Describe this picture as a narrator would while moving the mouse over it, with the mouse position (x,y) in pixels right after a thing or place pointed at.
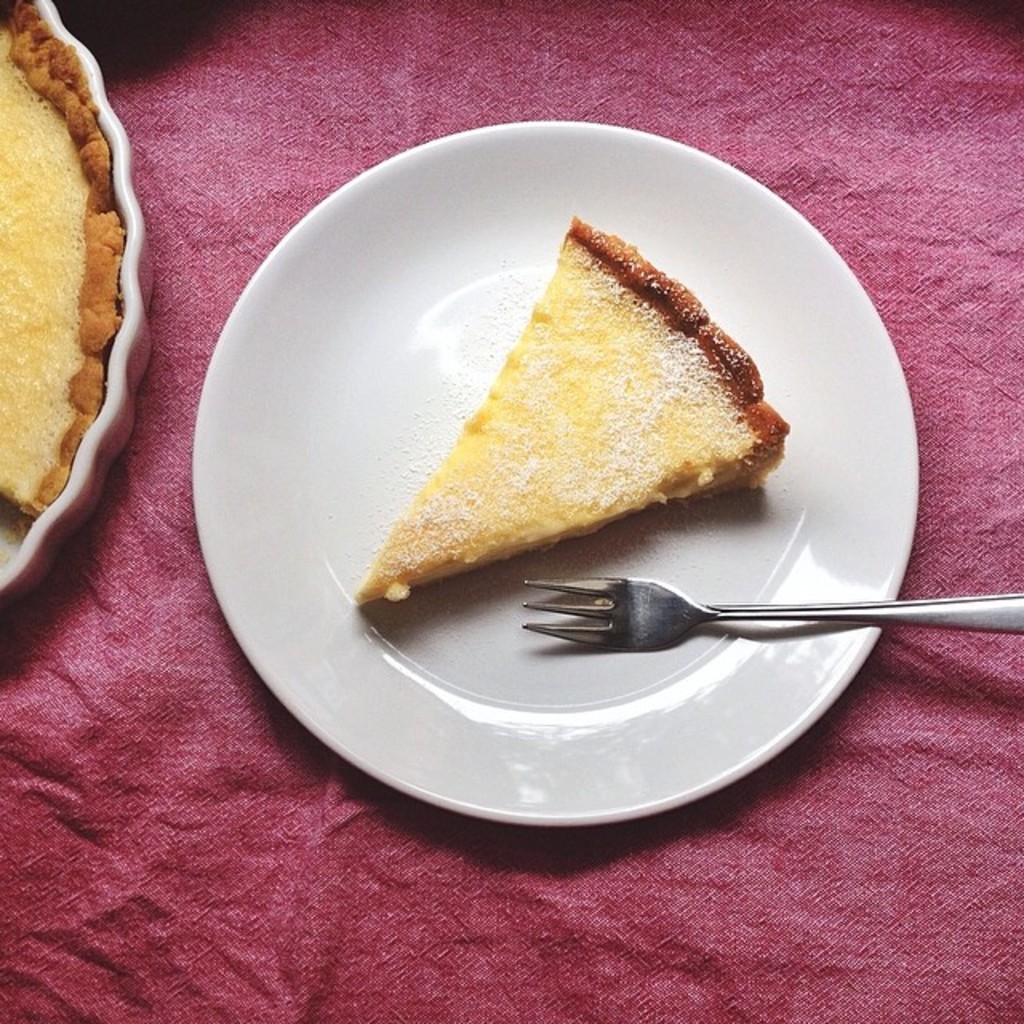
In this image, we can see a food item (580,511), a fork (733,611) on a plate (332,575) which is placed on the red colored surface (161,835). We can also see some food (75,155) in a container (0,540) on the left (33,137).
